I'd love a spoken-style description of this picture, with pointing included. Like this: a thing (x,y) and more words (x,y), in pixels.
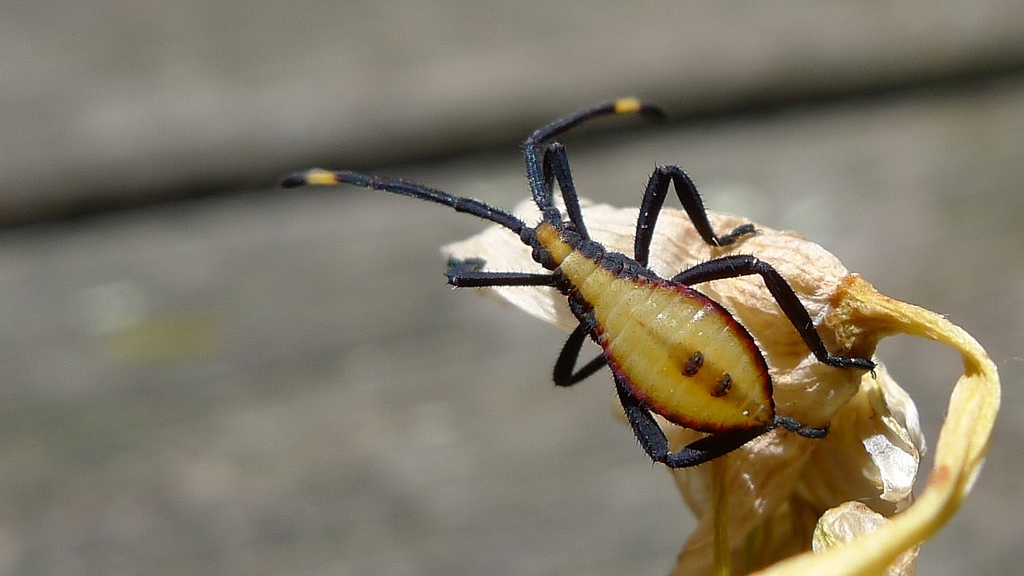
In this picture we can see an insect (545,209) on a flower (782,245) and in the background (286,214) it is blurry.
